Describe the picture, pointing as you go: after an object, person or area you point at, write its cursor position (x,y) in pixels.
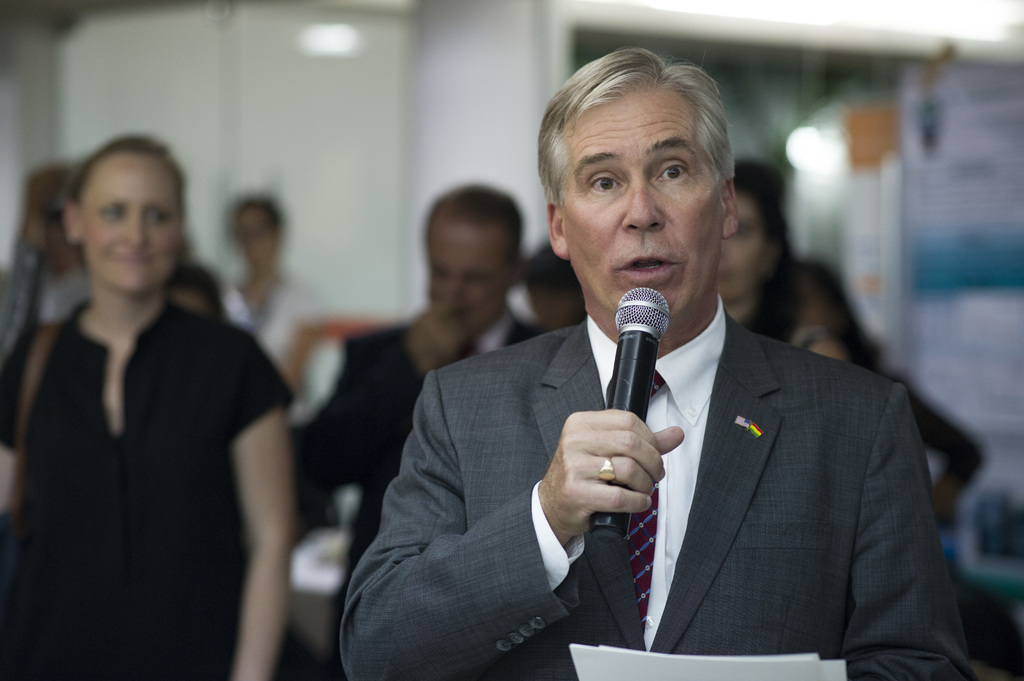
This image consists of a man (684,584) wearing suit (677,611) and talking in the mic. To the left (116,447), there is a woman (79,492) wearing black dress (137,451). In the background (302,270), there are many people (510,271) along with a wall (270,167).
